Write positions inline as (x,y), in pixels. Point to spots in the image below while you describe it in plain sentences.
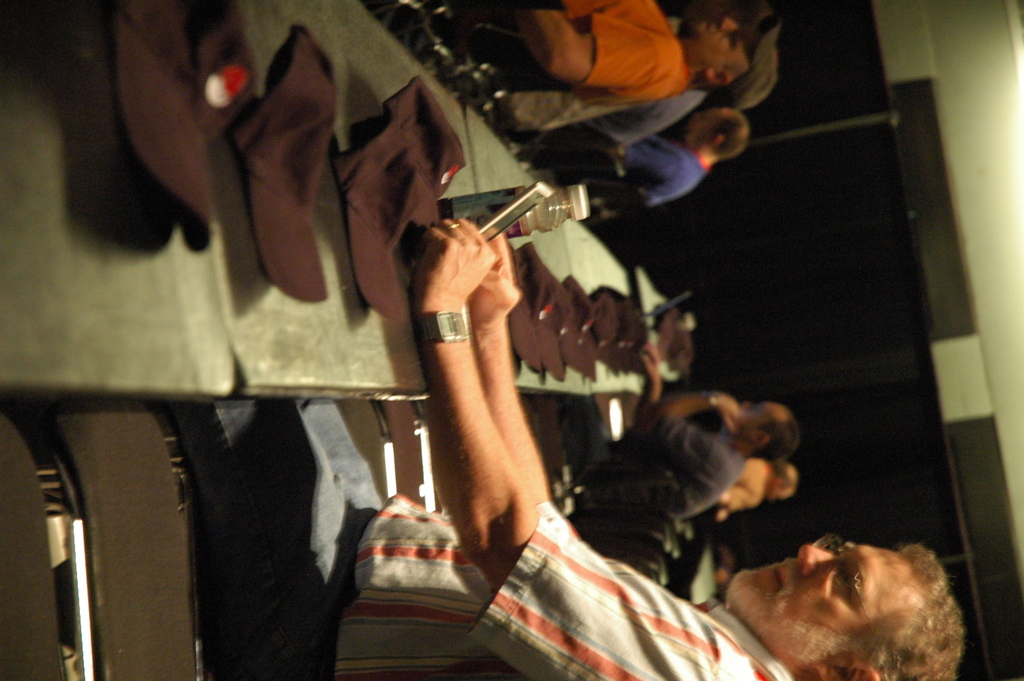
This image is taken indoors. At the bottom of the image (250,588) there are a few chairs (145,633) and two men (573,583) are sitting on the chairs (117,612). In the middle of the image (400,365) there is a table (33,308) with a few things (541,272) on it. At the top of the image (596,132) two men (692,105) are sitting on the chairs (518,61). On the right side of the image (877,202) there is a wall (896,235) and a ceiling (992,233).
